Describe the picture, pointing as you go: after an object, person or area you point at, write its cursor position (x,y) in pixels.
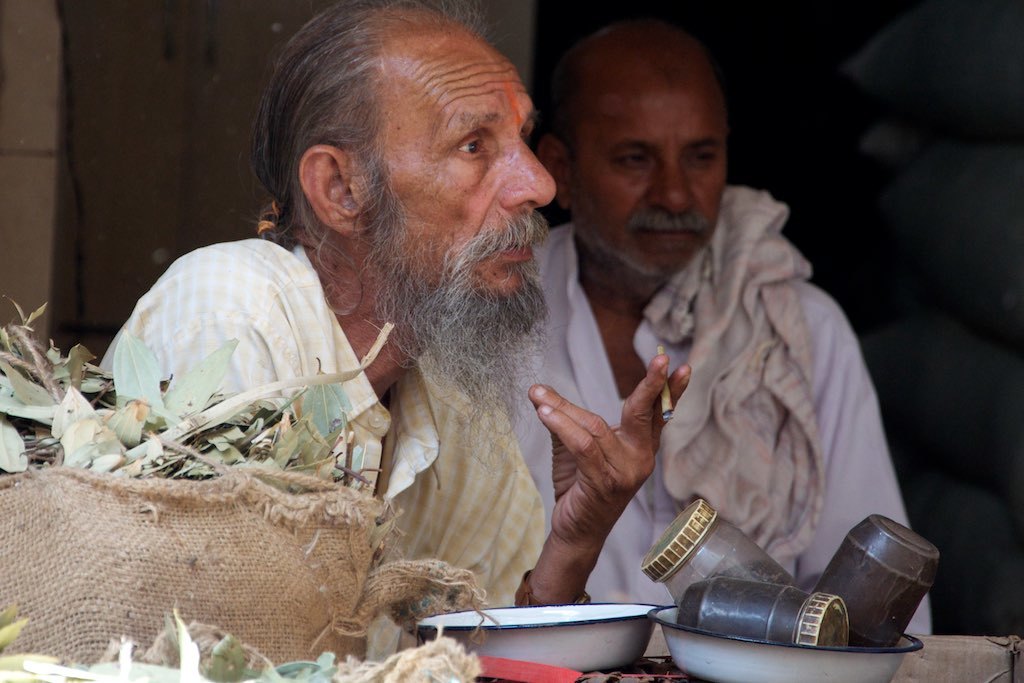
This image consists of two men (492,394). In the front (461,445), the man (475,454) sitting is smoking. At the bottom (229,631), we can see two bowls (633,611), and a bag (206,597) of leaves (305,394), along with three containers (784,629). In the background (110,93), there is a wall (141,162).
